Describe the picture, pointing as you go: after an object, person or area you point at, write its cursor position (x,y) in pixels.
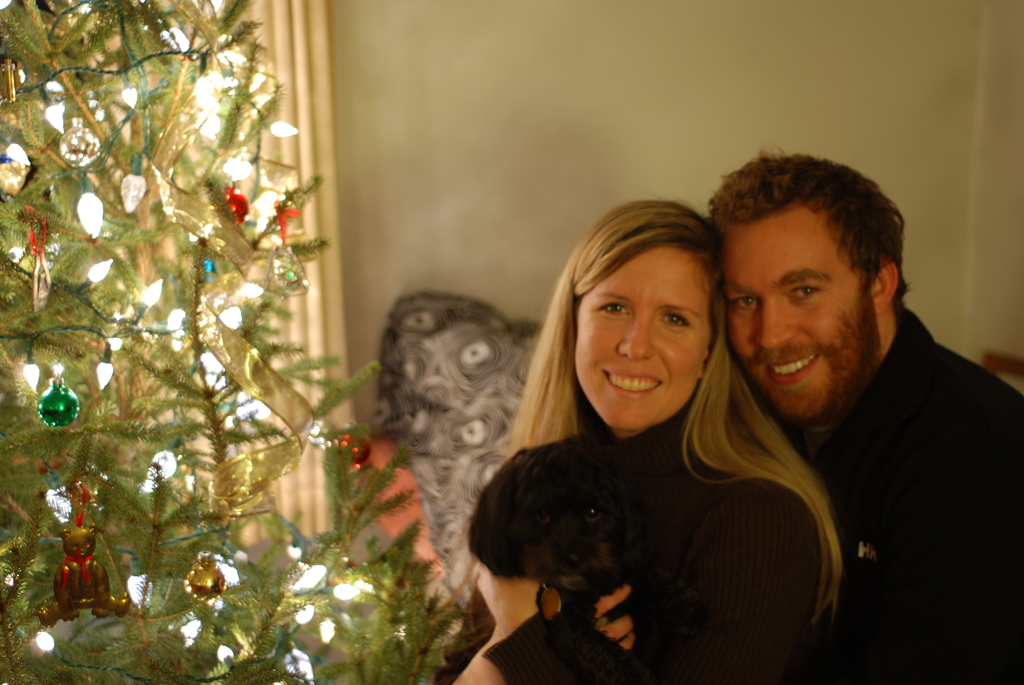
In this image we can see two people (832,438), a man (814,412) and a woman (732,441), a woman (716,458) is holding a dog (569,548), there is a tree (152,383) with some decorative items (34,373) to the tree (208,619) and a wall (495,272) in the background (609,117).
